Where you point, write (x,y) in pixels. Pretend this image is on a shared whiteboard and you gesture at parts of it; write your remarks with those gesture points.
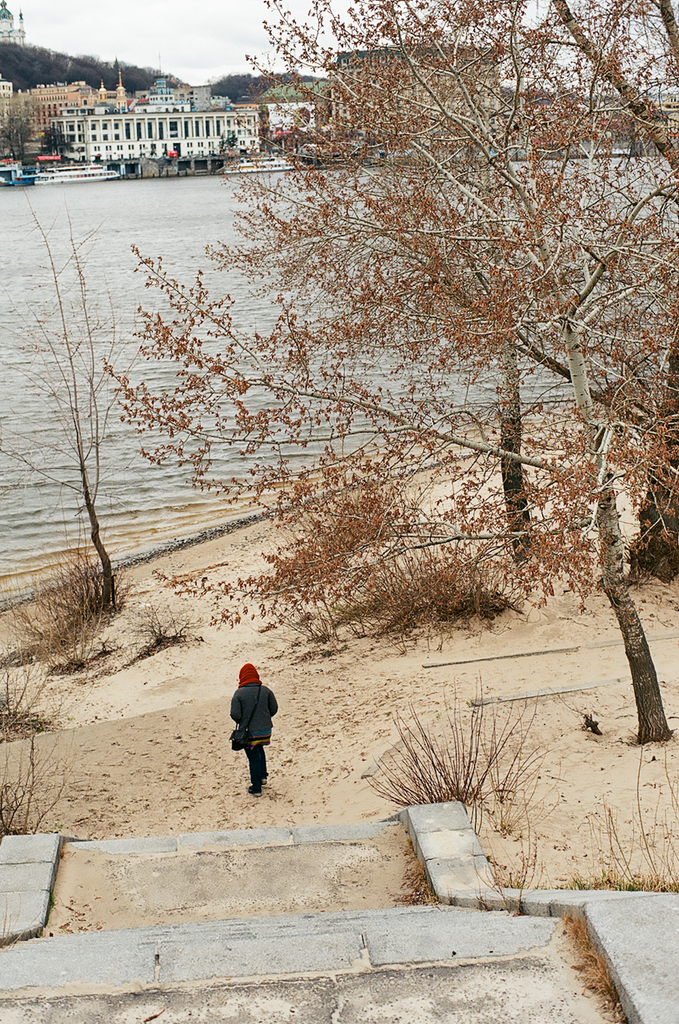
There is a person (274,712) in black color dress (274,715), wearing black color handbag (238,732) and walking on the sand surface (327,746) of a ground (418,664) near steps (270,923). On the right side (643,701), there is a tree (611,592). In the background (13,17), there are trees (358,510) and plants (30,651) on the sand surface (320,751) of a ground (141,613), there is a water (118,281) of a river (102,289), there are boats (43,179) parked aside on the water (56,189) of the river (350,184), there is a building (19,36) and trees (95,61) on the hill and there is sky (202,54).
